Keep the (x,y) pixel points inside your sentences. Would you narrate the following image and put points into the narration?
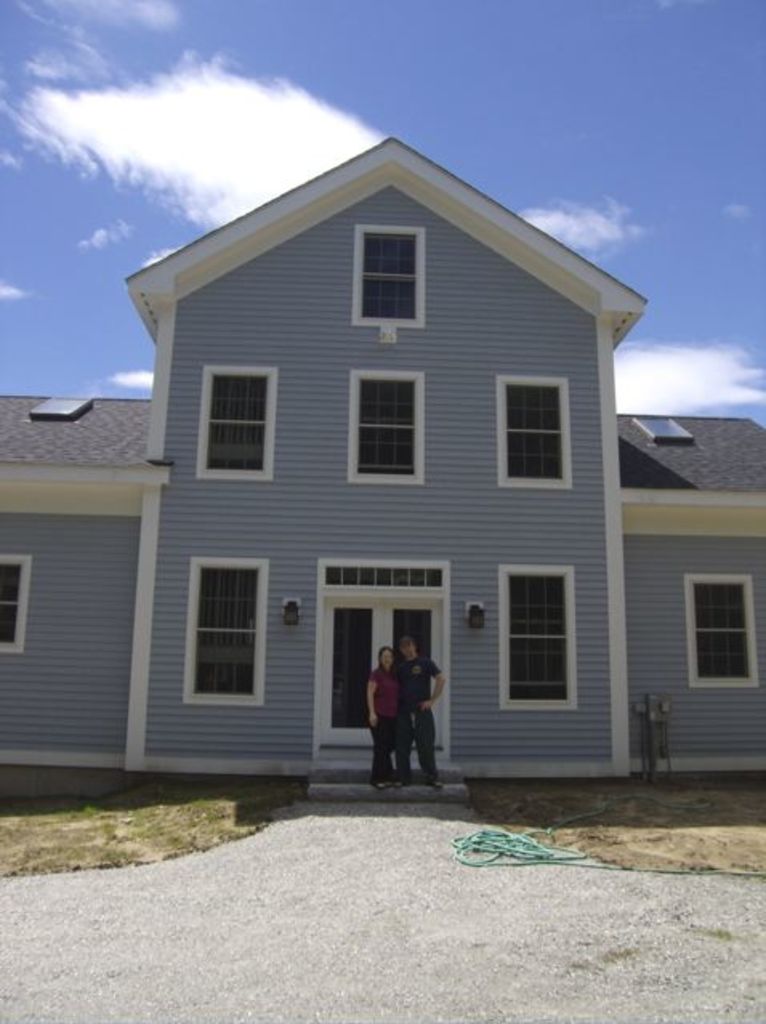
In this image, I can see two persons (383,714) standing. In front of two persons (394,736), I can see a pathway (265,868) and a garden hose (533,841). Behind the two persons (390,707), I can see a house (247,621). In the background (209,90) there is the sky (719,261).
